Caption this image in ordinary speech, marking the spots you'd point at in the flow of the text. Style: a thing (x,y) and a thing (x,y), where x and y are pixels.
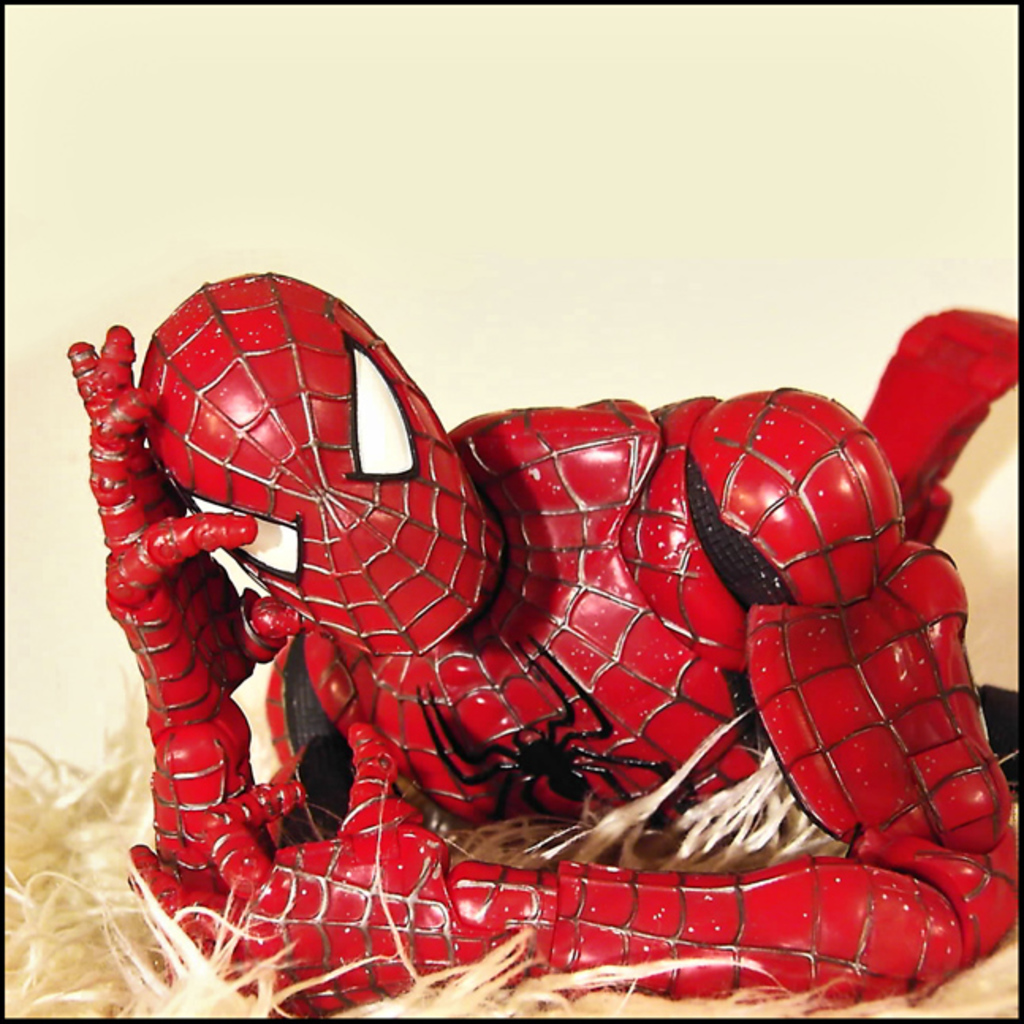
As we can see in the image there is a spider man statue (523,572) and there is a wall (578,281).
